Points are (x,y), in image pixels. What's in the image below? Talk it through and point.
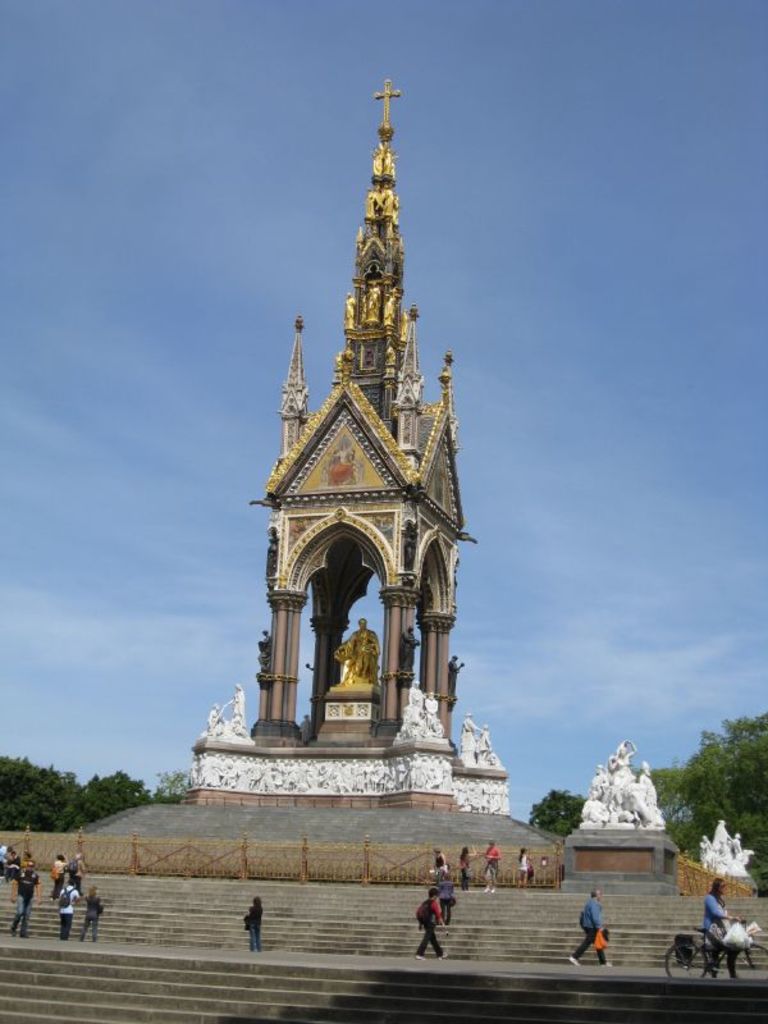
In this image we can see many people (258,918). There is a monument (380,688) in the image. There are staircases (326,895) in the image. We can see the sky (300,713) in the image. There are few trees (27,815) in the image. There is a fence (179,844) in the image.
